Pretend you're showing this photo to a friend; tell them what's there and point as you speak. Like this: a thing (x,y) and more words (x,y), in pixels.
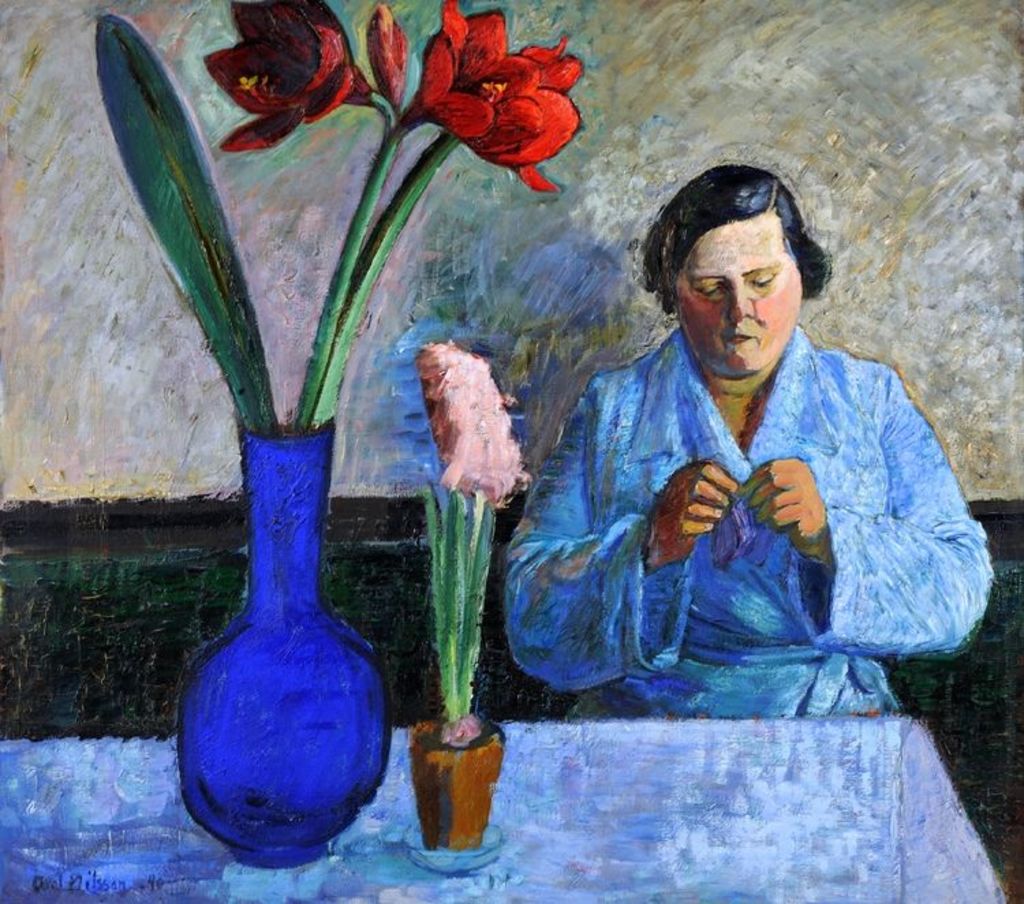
In this image, we can see the painting (711,476) of a person (933,596), a table (917,851) with a flower pot (427,773) and an object (415,787). We can also see the wall (614,254).
